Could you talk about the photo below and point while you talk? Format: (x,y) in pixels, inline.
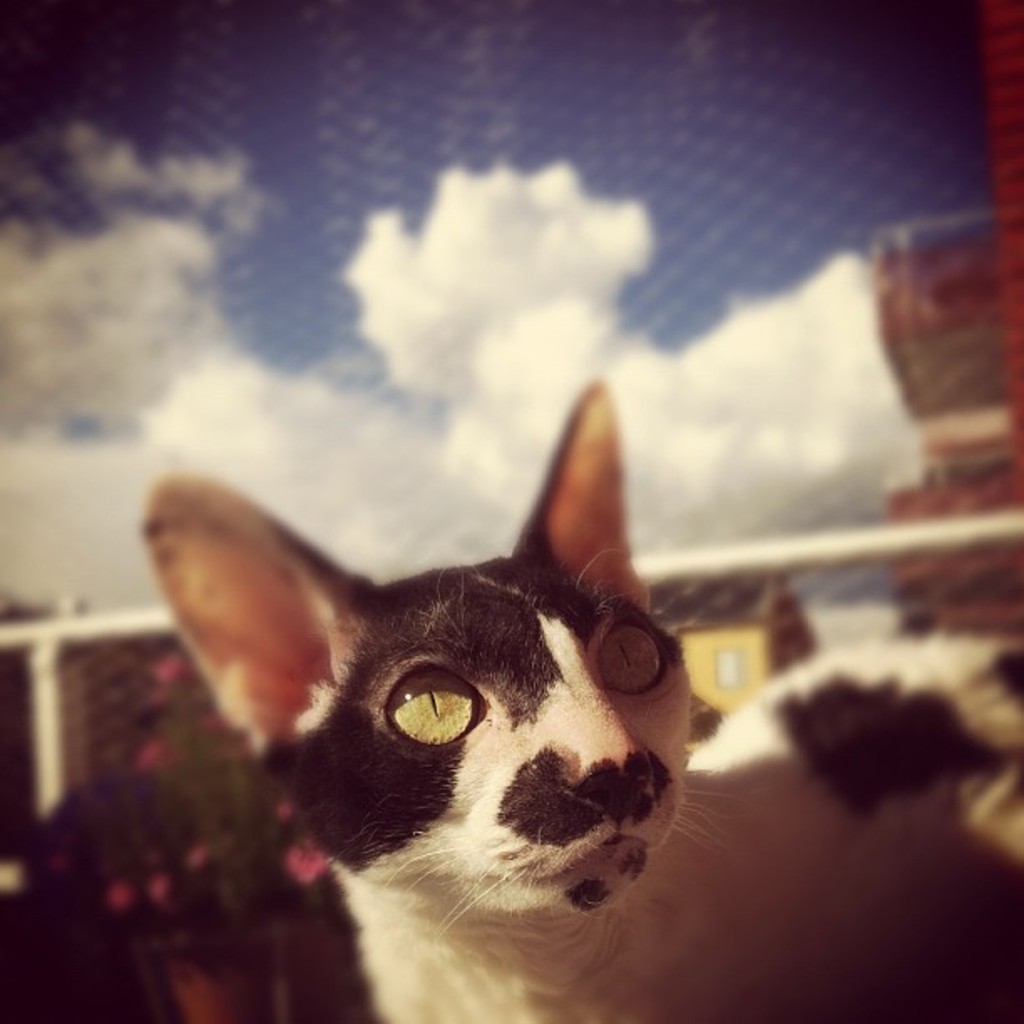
In this image, we can see a black and white cat (584,869). Background (977,600) there is a blur view. Here we can see mesh (865,219), rods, cloudy sky (478,225), plants (186,744) with flowers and houses (968,611).
